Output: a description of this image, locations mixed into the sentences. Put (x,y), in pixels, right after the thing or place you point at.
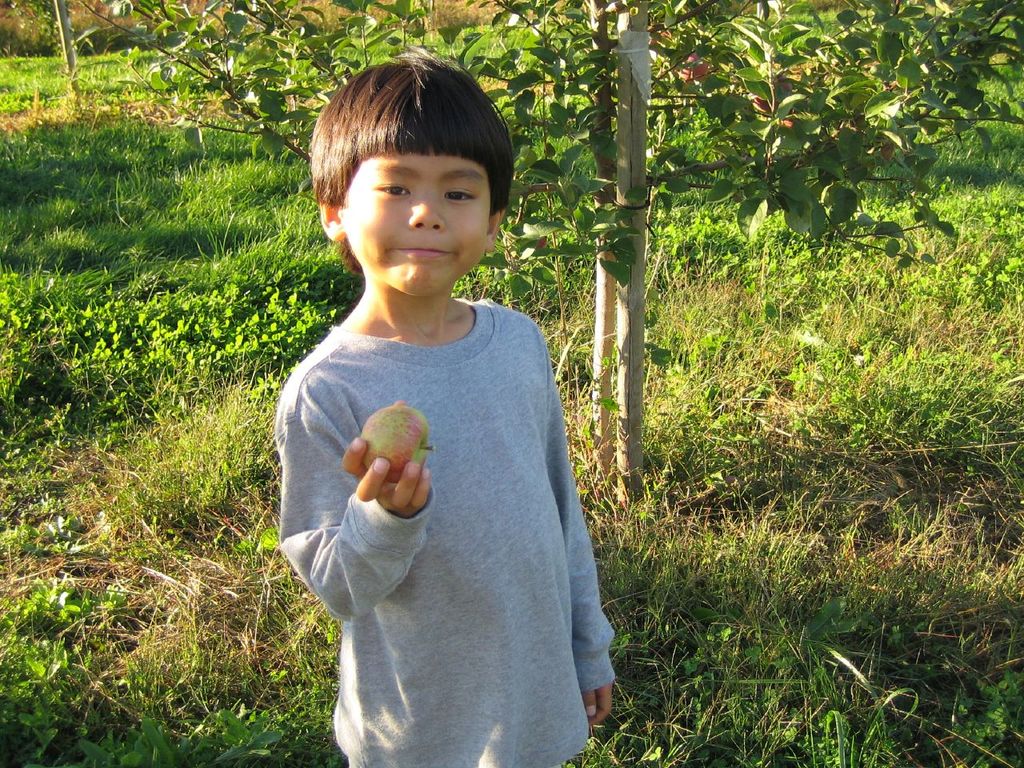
In this image we can see a child (571,576) holding an apple (417,451). On the backside (688,506) we can see some grass (756,595), plants (724,630) and wooden poles (635,23).
